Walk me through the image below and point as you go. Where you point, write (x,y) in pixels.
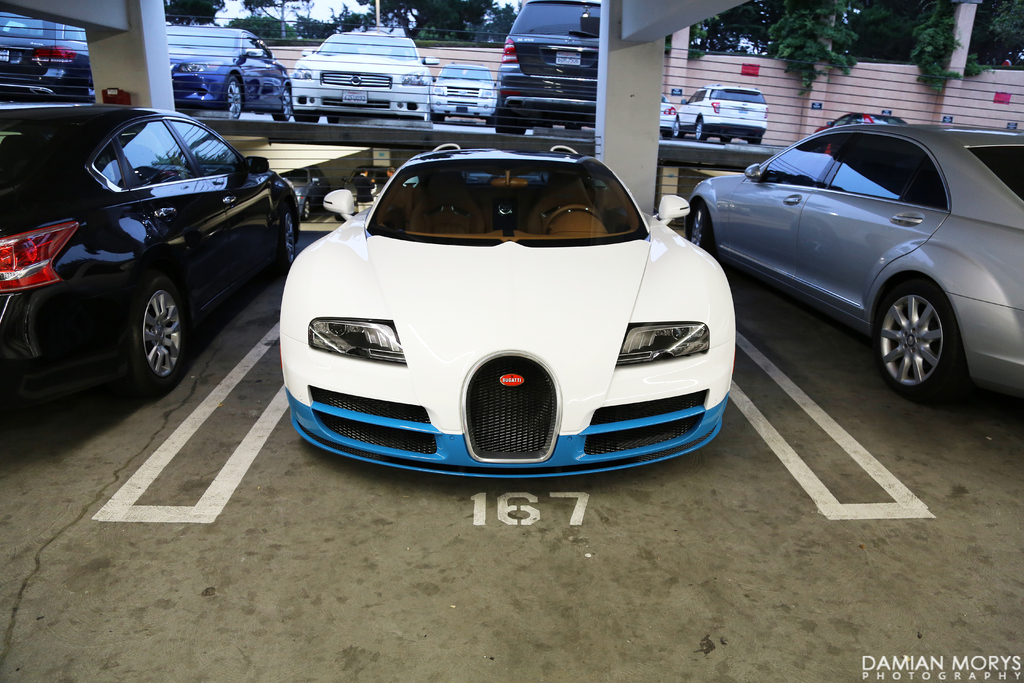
In this image we can see vehicles (663,341), floor (634,525), pillars (165,61), wall (1004,110), boards (677,93), poles (381,11), trees (884,50), and sky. At the bottom of the image (581,496) we can see something is written on it.
